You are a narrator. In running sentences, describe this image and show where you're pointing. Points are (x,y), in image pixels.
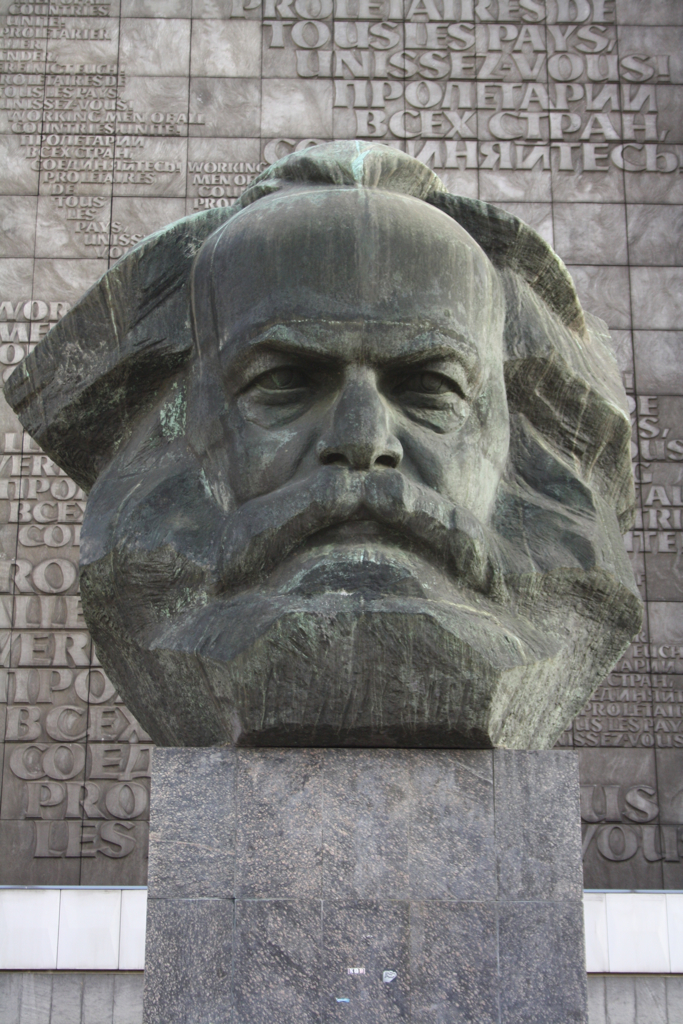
In this image there is a statue (309,601) of a head (440,267) of a man (509,517). In the background (520,107) there is a wall (219,105). On it there are texts (557,91).
